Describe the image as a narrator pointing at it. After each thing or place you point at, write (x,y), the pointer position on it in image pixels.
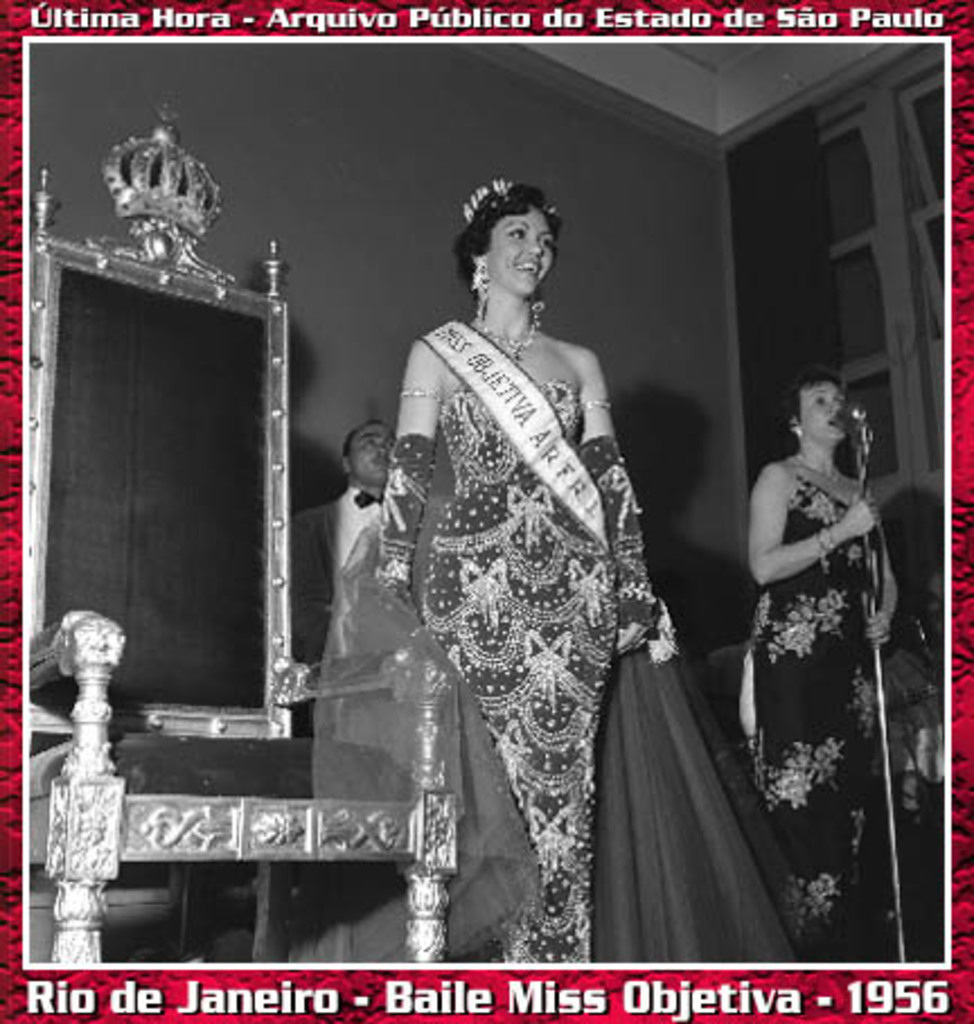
It is a black and white image. In this image we can see the woman (450,604) standing and smiling in the center (498,450). We can also see the woman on the right (820,530) in front of the mike stand (858,413). We can also see the chair (209,812) and also the person (349,504) in the background (349,504). Image also consists of the window (855,156) with the curtain (782,445) also the wall (407,149) and the image has red color borders (960,430). We can also see the text (912,996) at the top (348,8) and at the bottom (935,1003).
